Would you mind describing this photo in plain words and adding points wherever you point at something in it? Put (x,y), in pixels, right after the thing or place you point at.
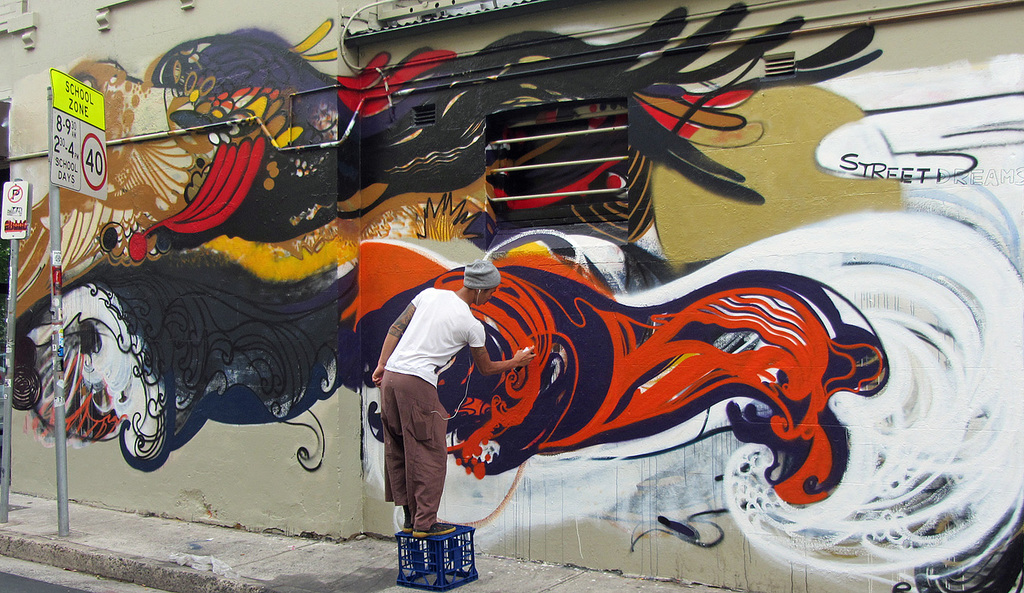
In this image we can see a person (489,368) painting on the wall (556,493), he is standing on the box (448,543), there are some boards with some text (17,188) on it, also we can see graffiti (667,124) on the wall (14,141), there are text (909,168) on the wall (825,193).
